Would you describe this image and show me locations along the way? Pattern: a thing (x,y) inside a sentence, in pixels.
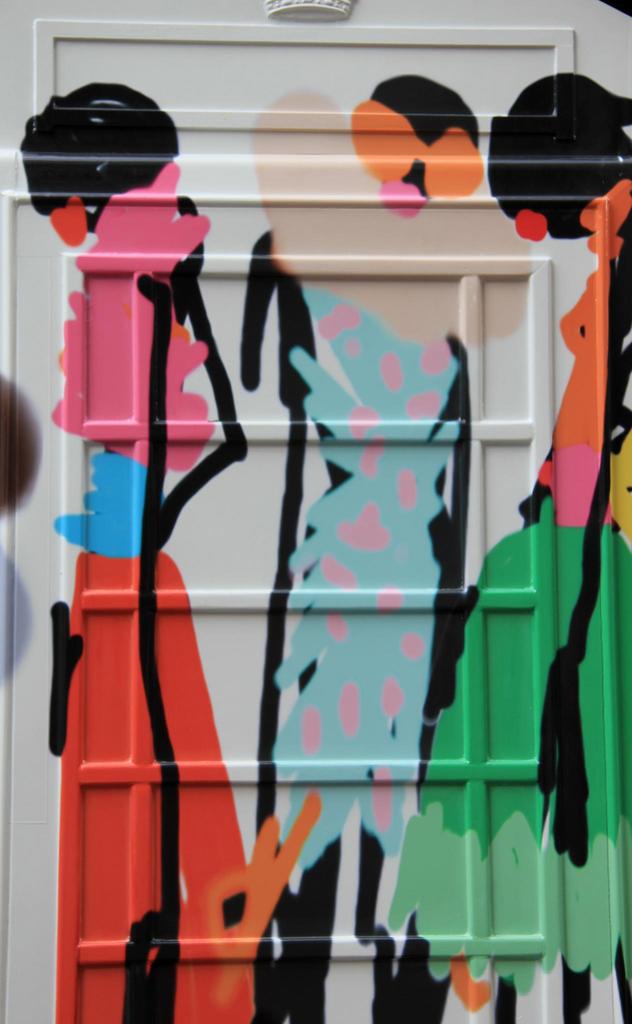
In this picture, we see the paintings (431,615) on the white wall (227,233). This might be a graffiti (405,383). In the background (324,350), we see a white wall (330,365). These paintings (410,490) are in green, blue and red color.
